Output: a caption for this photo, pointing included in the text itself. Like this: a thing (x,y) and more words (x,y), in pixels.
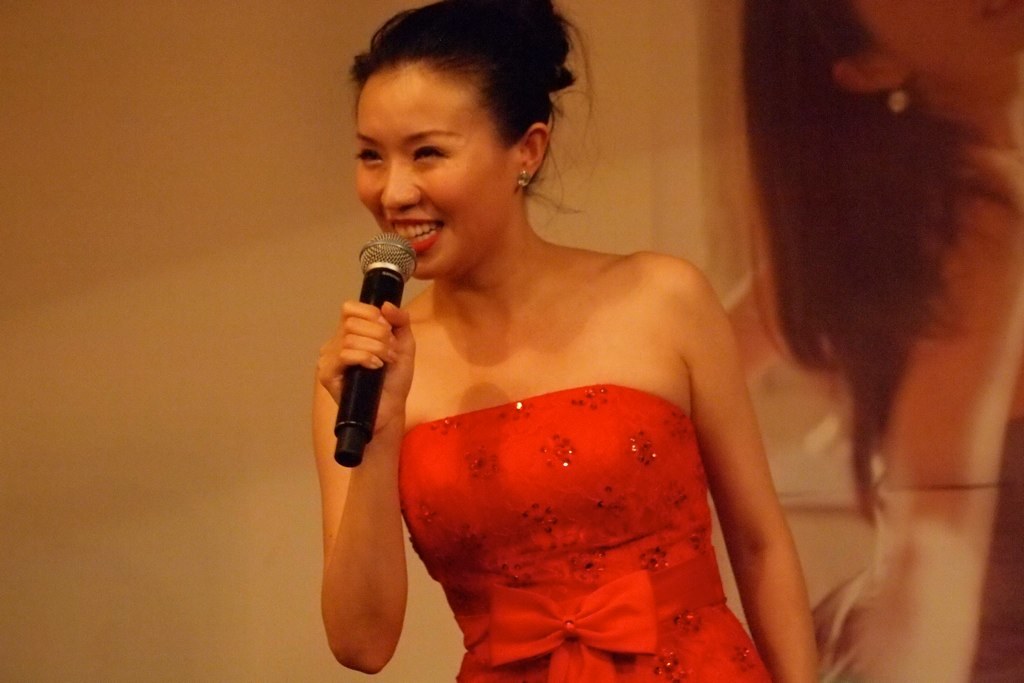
In the middle of this image (583,310), there is a woman (520,314) in a red color dress (631,461), holding a mic (379,302) and speaking. In the background (244,98), there is a wall (188,137).
